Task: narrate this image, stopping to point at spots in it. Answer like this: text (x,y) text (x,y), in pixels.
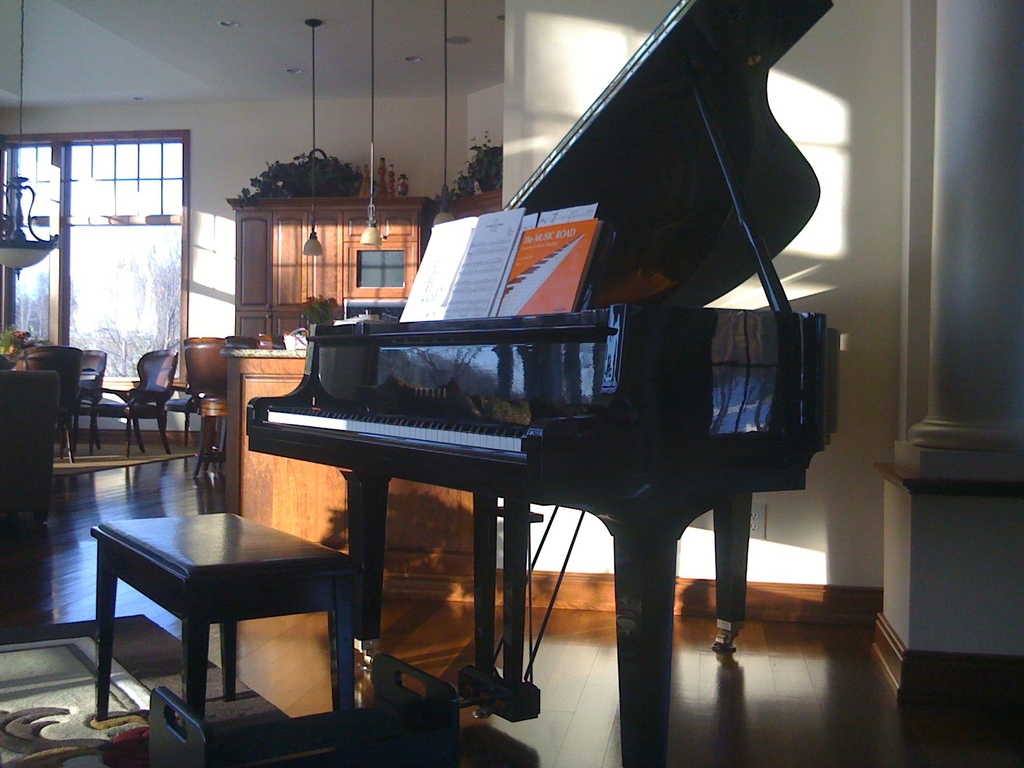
In this picture there is a piano table (394,351), chair (223,579). And on the table (592,283) there are books (514,265). In the background (287,256) there are cupboard (301,250), light hangings (373,156), empty chairs (89,383), table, windows (82,315), and wall (219,174). In the front (73,722) there is a floor mat (58,677) on the floor (62,614).
